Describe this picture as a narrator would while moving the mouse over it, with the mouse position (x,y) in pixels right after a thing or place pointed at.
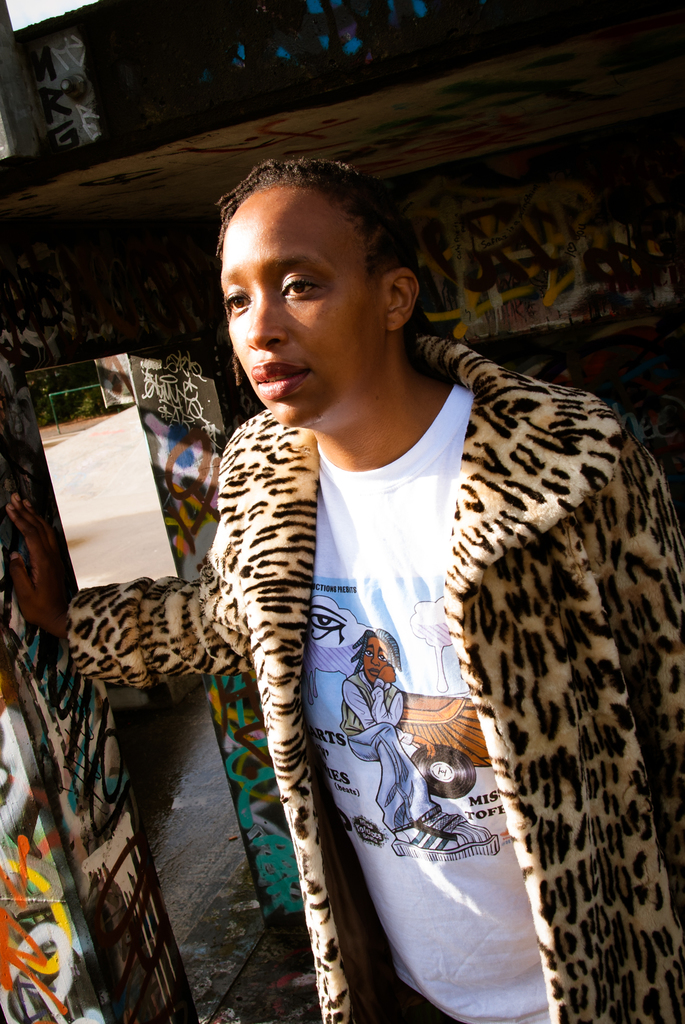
In this picture we can see a person (587,698) and in the background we can see some objects (66,337).
